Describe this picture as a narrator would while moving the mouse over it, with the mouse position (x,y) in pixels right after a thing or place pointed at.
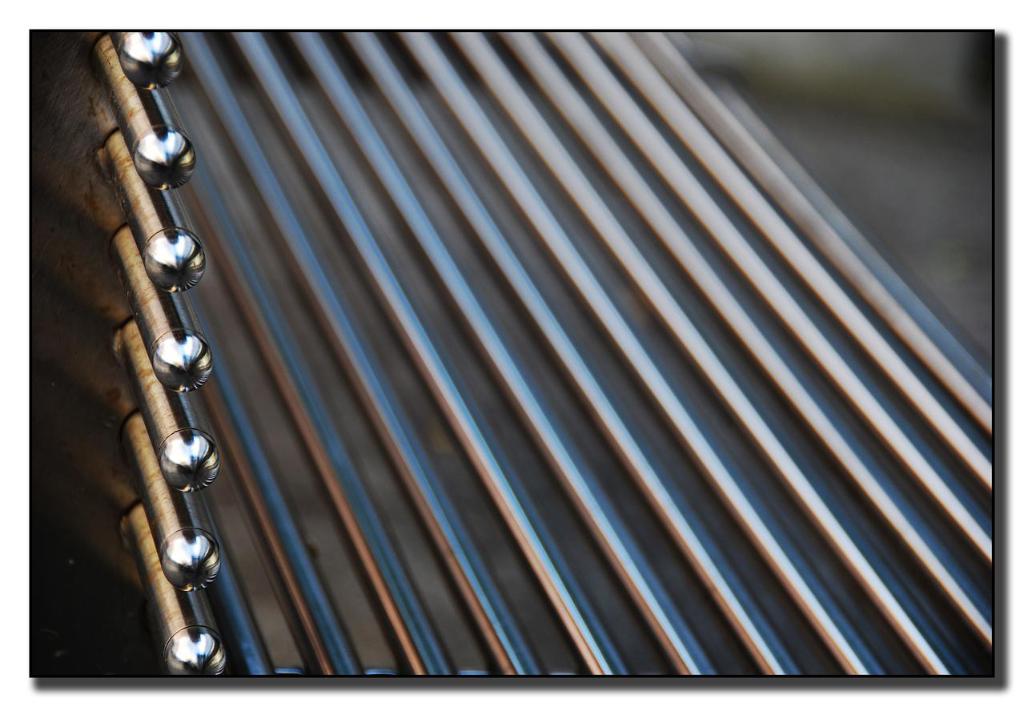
In this picture we can see a metal sheet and metal rods (180,293).
